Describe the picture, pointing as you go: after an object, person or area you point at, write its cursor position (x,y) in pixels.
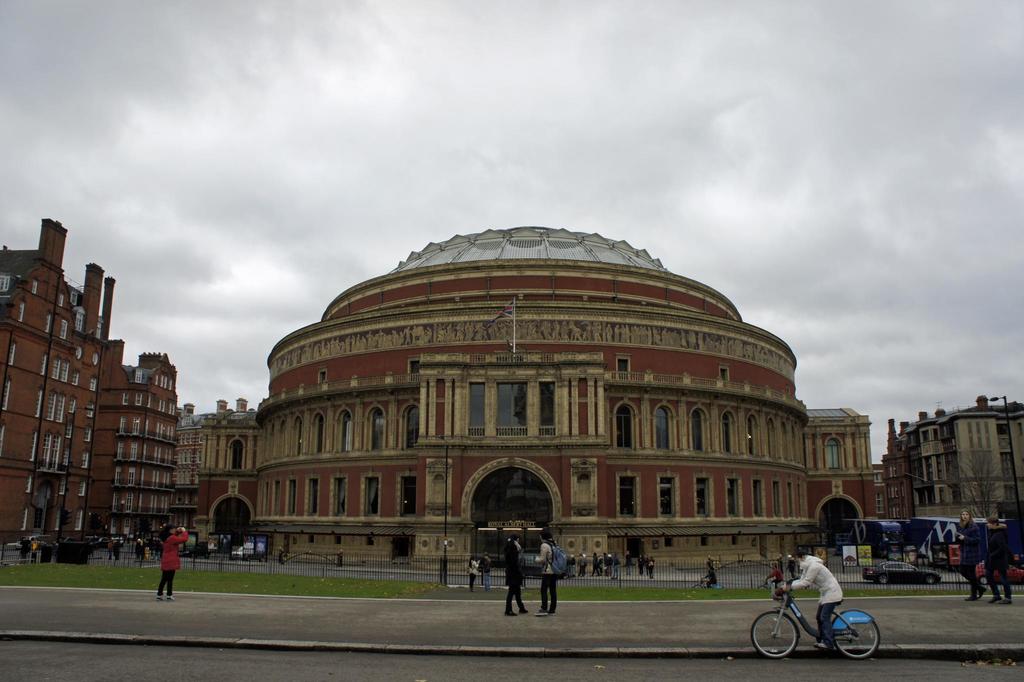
In this image we can see sky (727,145) with clouds (877,388), buildings (516,415), grills (299,554), bins (64,553), persons (173,546) standing on the road (577,611), person (825,621) sitting on the bicycle (850,620), motor vehicle (893,575), trees (979,483) and poles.
